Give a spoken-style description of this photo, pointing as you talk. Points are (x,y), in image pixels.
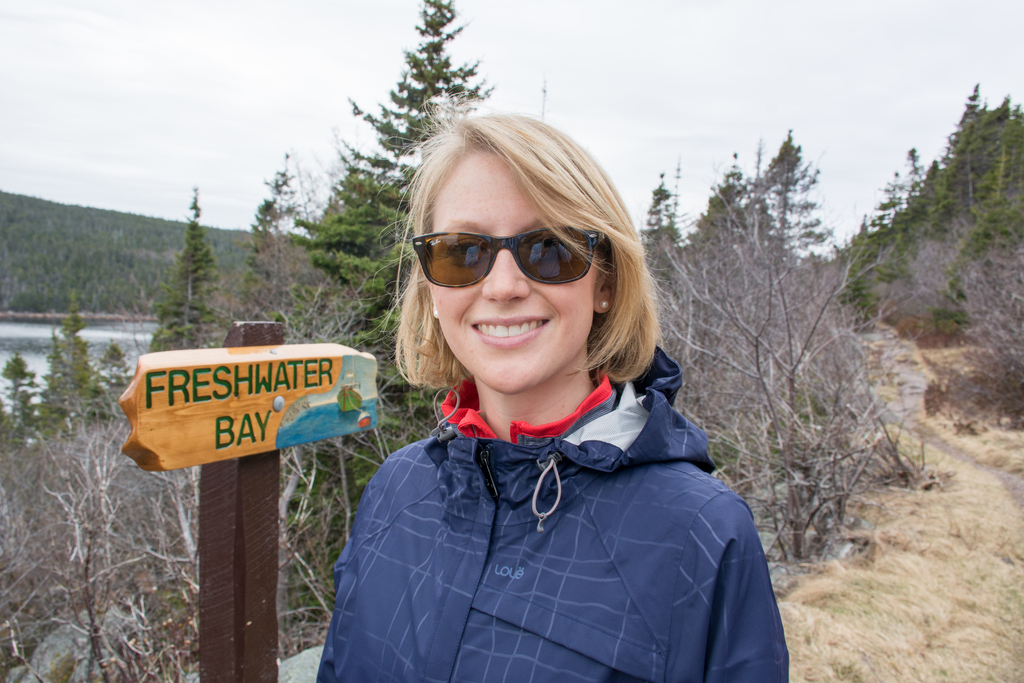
In the picture I can see a woman (490,387) is standing and smiling. The woman (520,458) is wearing black color shades (453,263) and a coat (584,616). In the background (304,470) I can see trees (308,308), wooden board (289,395) which has something written on it, the water (97,339) and the sky (232,190).
